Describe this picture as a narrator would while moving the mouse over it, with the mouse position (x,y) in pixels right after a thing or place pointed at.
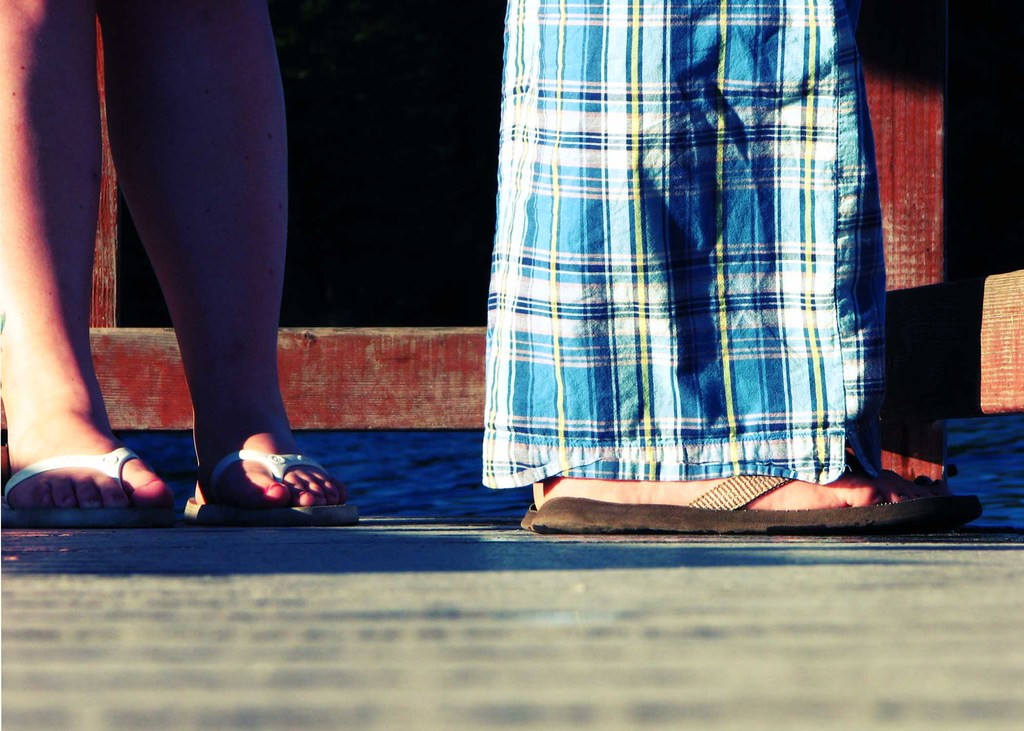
In this image we can see the legs (250,173) of two people (648,307), behind them there is a wooden structure (929,228).
